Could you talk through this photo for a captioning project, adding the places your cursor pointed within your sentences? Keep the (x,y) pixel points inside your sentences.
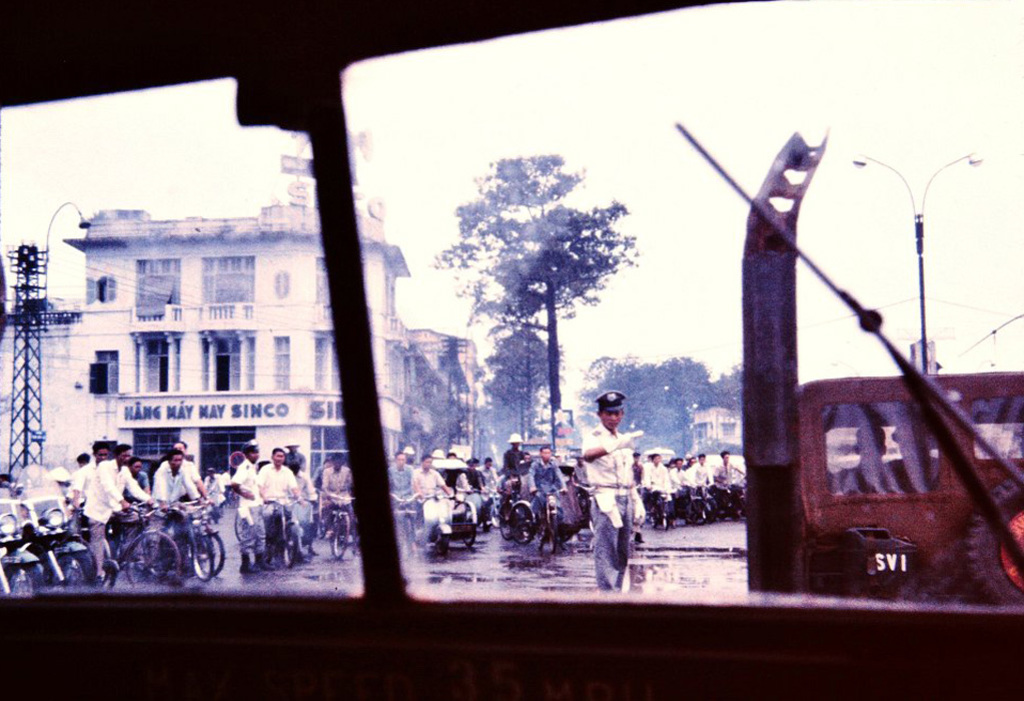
In this image we can see a few people (401,462), among them some are sitting on the vehicles (205,557), there are some trees (639,392), buildings (305,359), poles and lights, in the background (559,120) we can see the sky (483,143).
